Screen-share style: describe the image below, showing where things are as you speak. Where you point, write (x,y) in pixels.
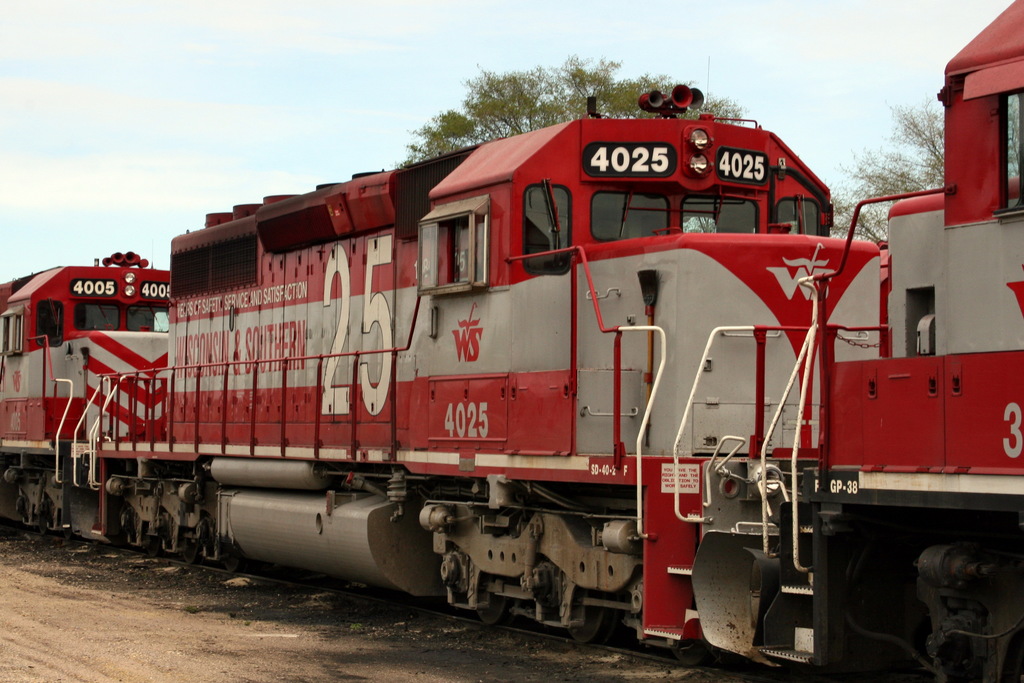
In the foreground of this picture (354,367), there is a train (450,556) on the track (174,551). In the background (526,106), there are trees (518,96), sky (205,86) and the cloud (97,77).
